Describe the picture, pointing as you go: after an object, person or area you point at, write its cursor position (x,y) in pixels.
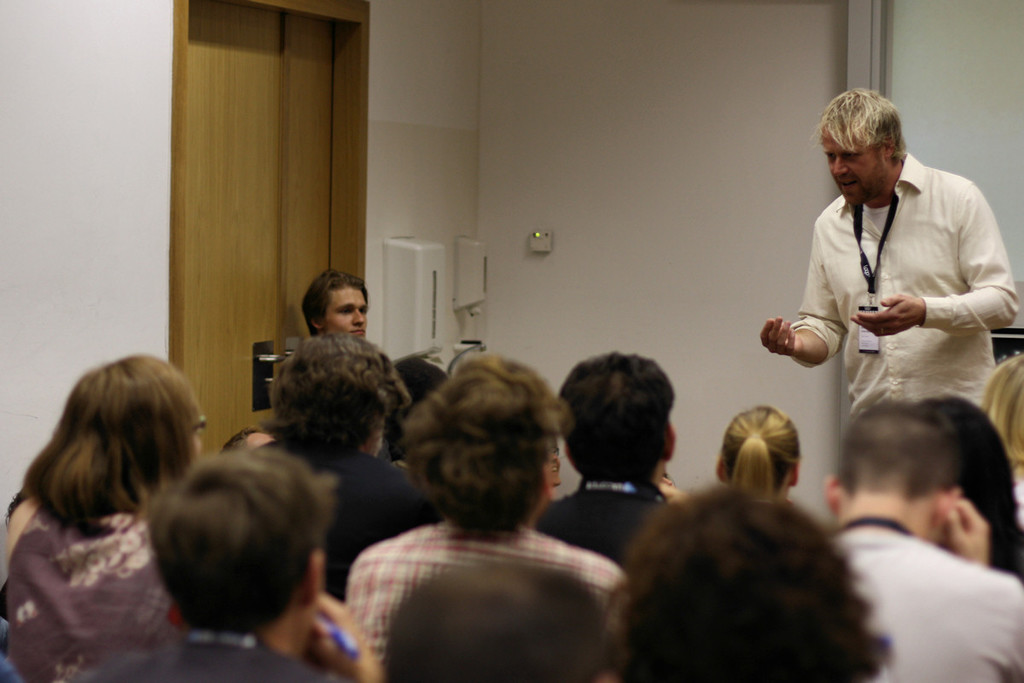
In this image, we can see a group of people (956,287). Few people (619,581) are sitting. On the right side of the image (907,349), we can see a person (940,293) is standing and talking. He is holding some objects (864,309). Background (670,250) there is a wall (671,211), door (308,208), few machines (460,278) and board (1018,99).
